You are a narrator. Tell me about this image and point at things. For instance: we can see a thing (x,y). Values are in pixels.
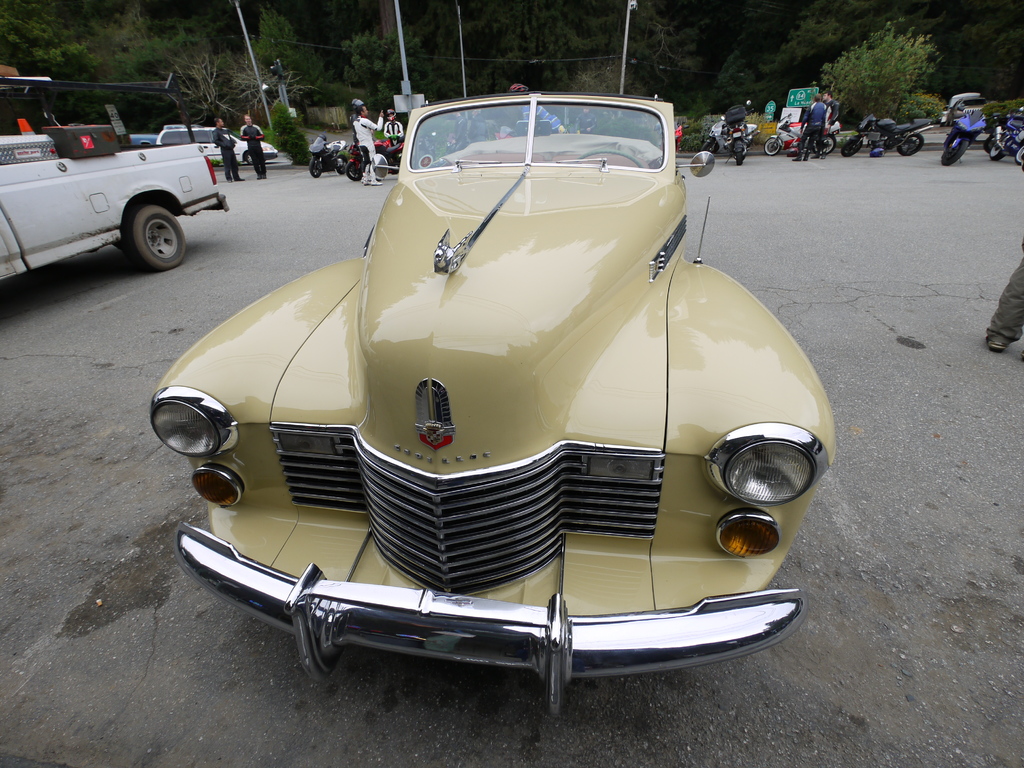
In the foreground of this image (477,455), there is a car (509,410). On the left (97,247), there is another vehicle (82,250). In the background (374,129), there are few people (368,149) standing and we can also see few motor bikes (962,139) and few cars (213,134) on the road (221,174). At the top (307,42), there are trees (746,40) and few poles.
